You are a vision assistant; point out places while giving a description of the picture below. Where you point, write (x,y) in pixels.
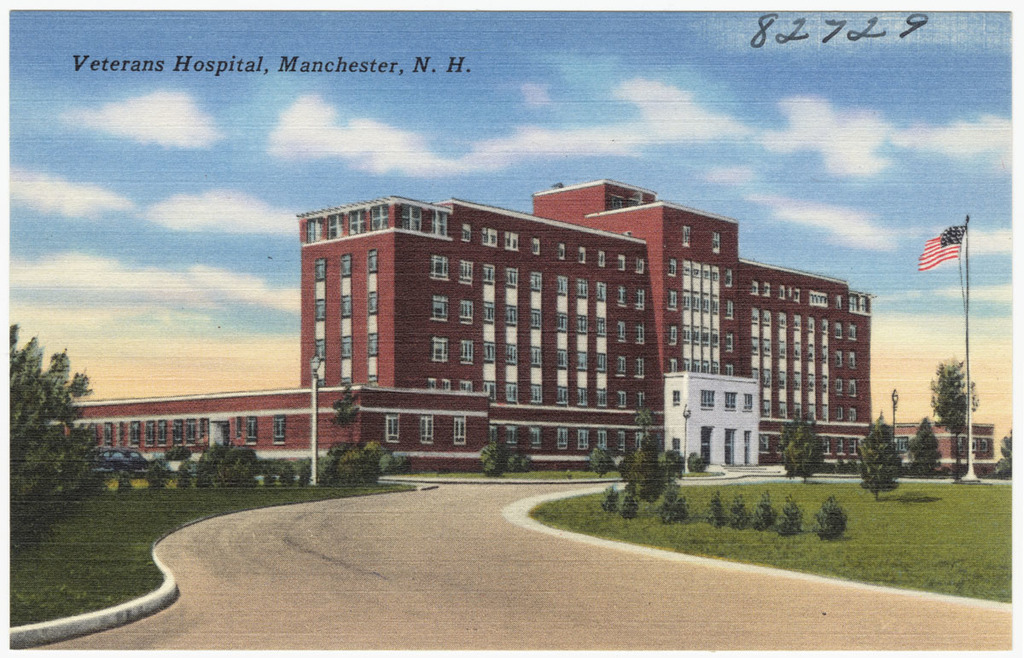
In this image I can see few trees (682,507) in green color, the flag (926,259) is in blue, white and red color and I can also see few light poles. Background (735,445) the building (576,358) is in brown and white color and the sky (271,210) is in blue and white color.
